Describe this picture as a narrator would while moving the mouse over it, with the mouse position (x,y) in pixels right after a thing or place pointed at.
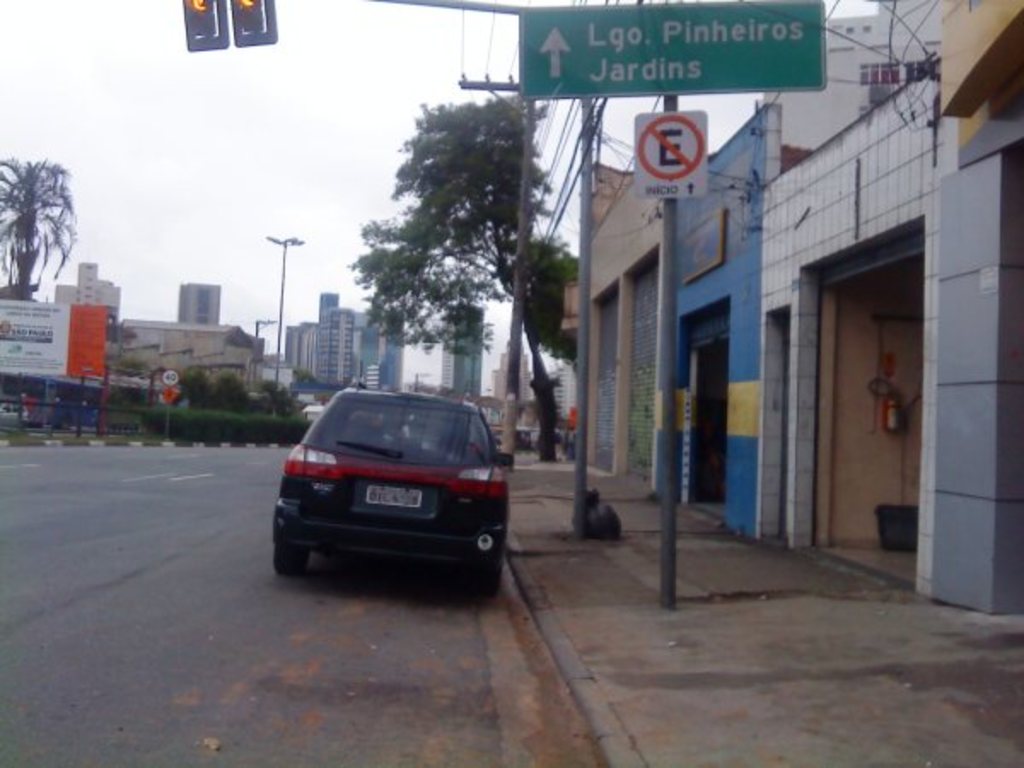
This is clicked on a street (1,750), there is a car (419,530) on side of road (18,527) beside a footpath (560,532), on right side (758,449) there are buildings (821,411) with caution board (675,142) in front of it along with electric pole (511,334) and trees (471,217), over the background (365,349) there are buildings (385,364) and above it seems to be traffic light (213,16) and on the left side (170,420) there are plants (259,428), over the top its sky (159,122).
